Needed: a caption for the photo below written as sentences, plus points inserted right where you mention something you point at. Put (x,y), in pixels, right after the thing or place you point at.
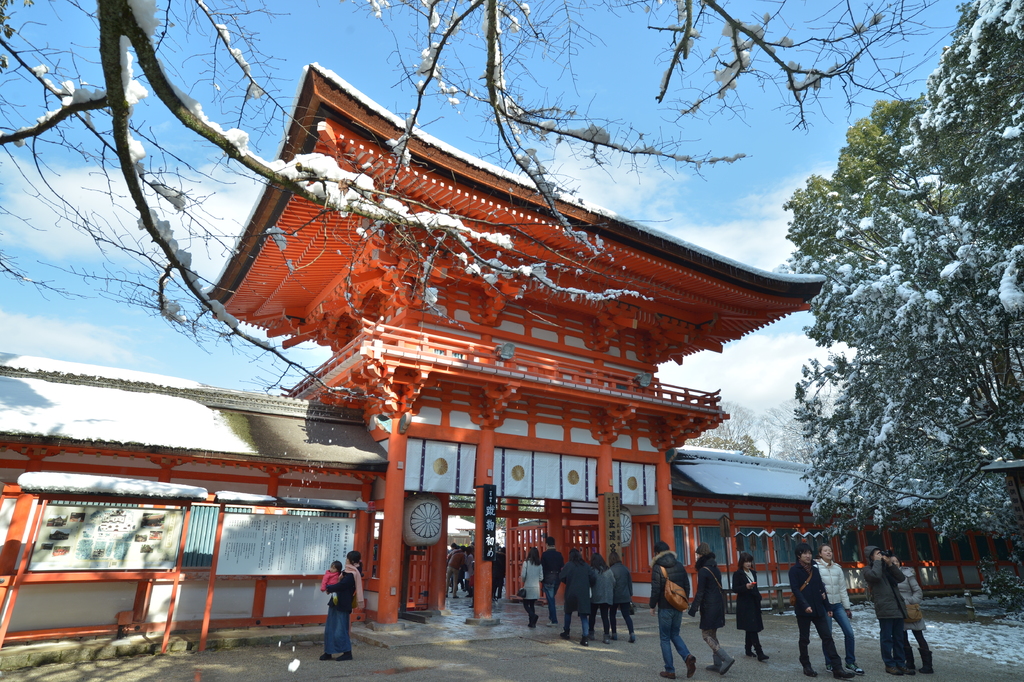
In this image there is a building (691,575) and trees (1001,380), there is snow (19,362) and a few people (886,639) are walking. In the background (449,134) there is the sky (745,348).
